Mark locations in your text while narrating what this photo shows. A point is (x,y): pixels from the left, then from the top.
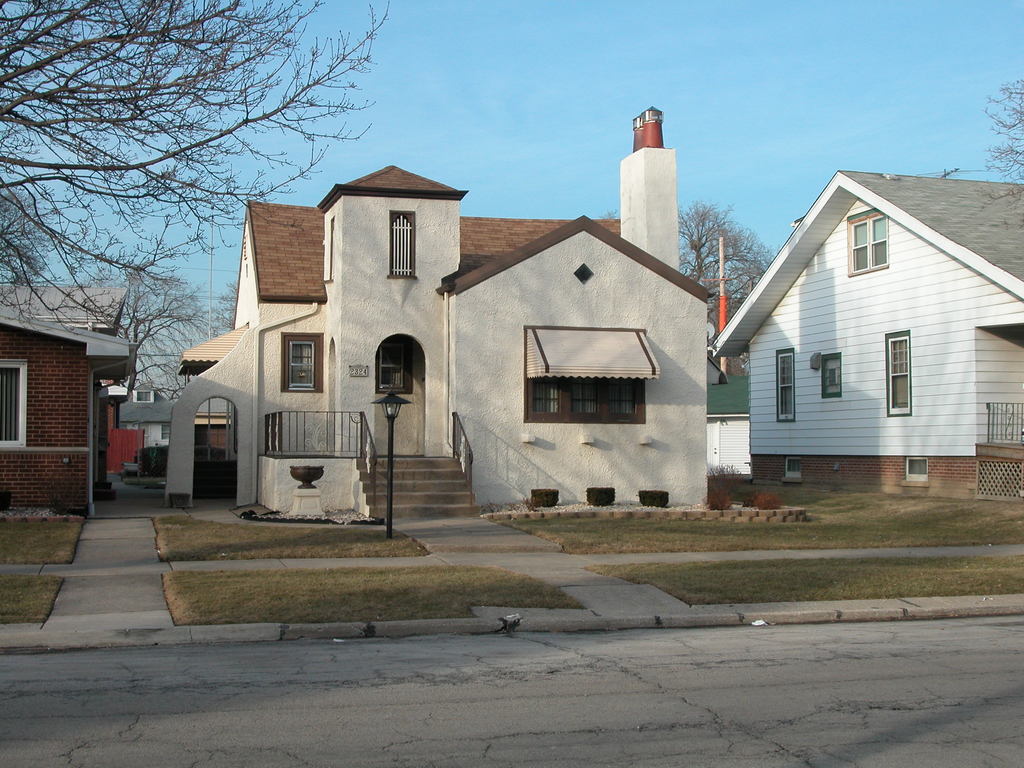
In the center of the image (508,400) we can see building (457,397) and light pole (392,475). On the left side of the image (107,422) we can see buildings (70,376) and trees (73,236). On the right side (1022,385) there is a building (847,479). At the bottom (702,546) we can see grass (49,580) and road (479,717). In the background (479,83) there is a sky (540,68).
